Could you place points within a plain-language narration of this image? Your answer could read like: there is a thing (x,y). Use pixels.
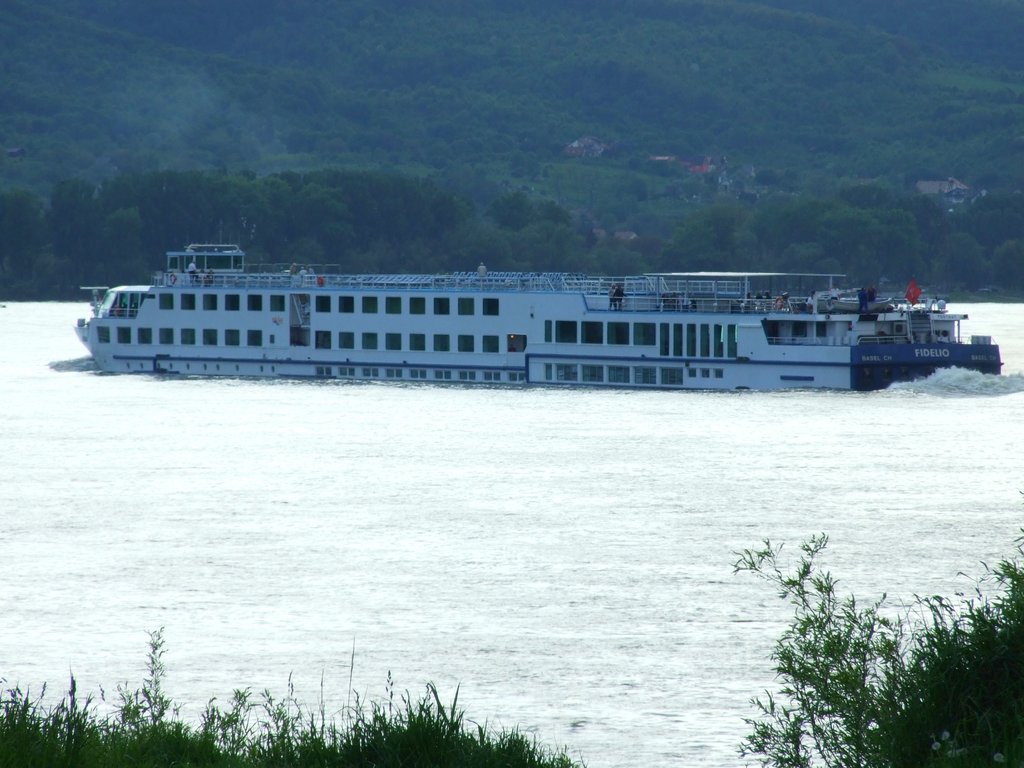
In this image I can see plants (866,737) in the front (382,692) and behind it I can see water (195,454). On the water (202,377) I can see a ship (763,378) and I can also see number of people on the ship (827,349). In the background (613,91) I can see number of trees (413,183) and few buildings (709,175).
